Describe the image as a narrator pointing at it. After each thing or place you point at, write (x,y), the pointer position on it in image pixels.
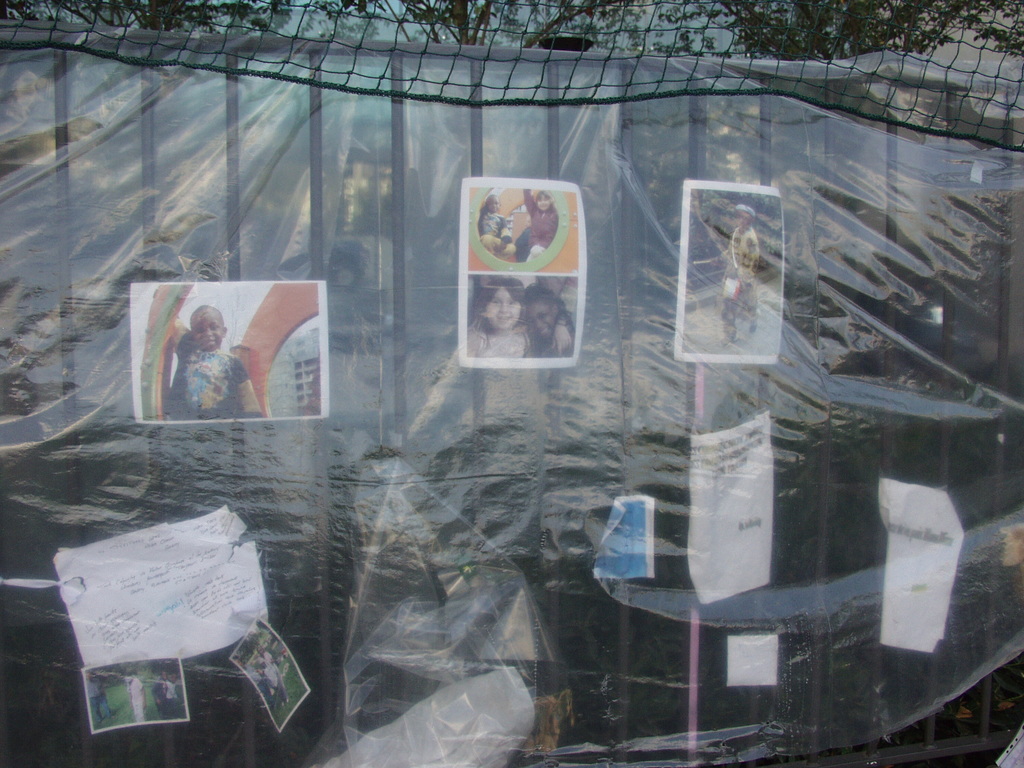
Here in this picture we can see an iron railing (871,123) present and on that we can see a plastic cover (528,166), through which we can see photographs (233,388) stuck on it over there and at the top (310,85) we can see a net (46,43) present and we can see trees (415,20) present outside it over there.
